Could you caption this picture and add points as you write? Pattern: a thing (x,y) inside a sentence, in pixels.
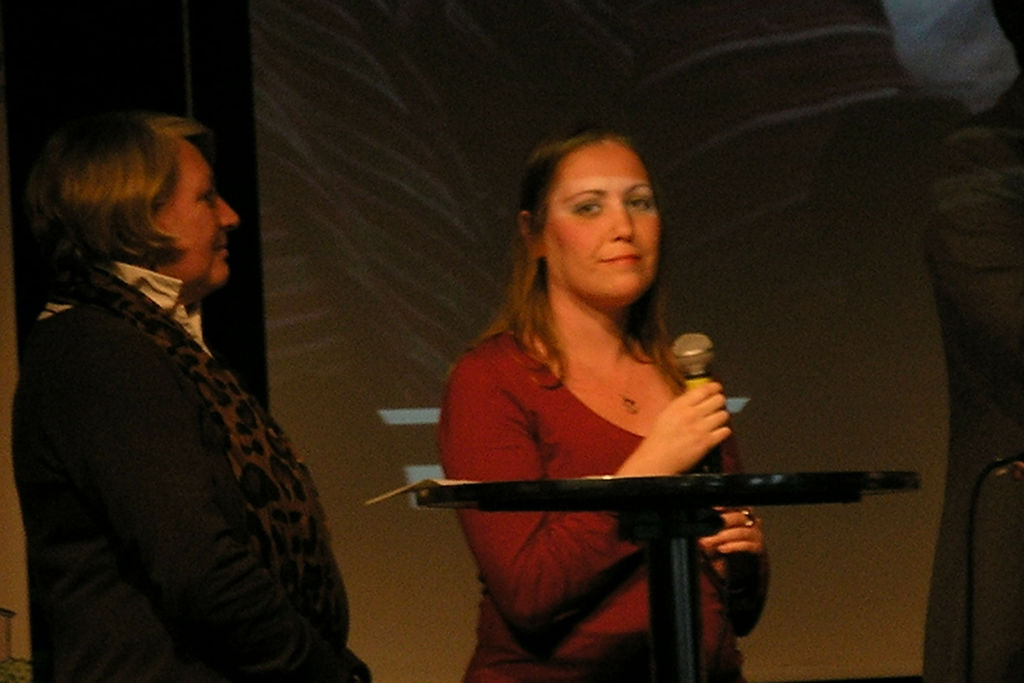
In the left (196,276) a woman (165,148) is standing and in the right middle (702,390) a woman (618,404) is standing and holding a mike (704,364). In front of that a standing table (648,506) is there. The background (429,104) is of orange, white and grey in color. It looks as if the image is taken inside a stage (313,90) during night time.
